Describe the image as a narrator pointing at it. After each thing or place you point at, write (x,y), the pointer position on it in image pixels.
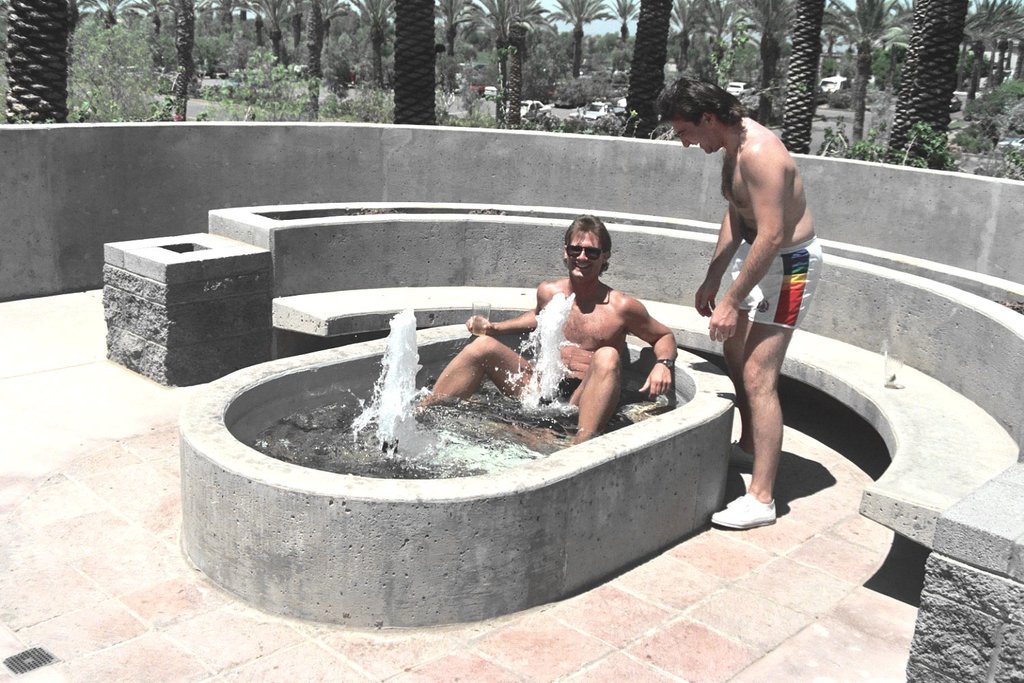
In the image we can see there are two men (648,311) wearing shorts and this man (584,268) is wearing goggles (587,251) and the other one (768,487) is wearing shoes (734,525), there is a water tub (460,432), bench (922,413) and there are many trees (420,54) around. We can even see there are vehicles (532,108) and a sky (612,26).
